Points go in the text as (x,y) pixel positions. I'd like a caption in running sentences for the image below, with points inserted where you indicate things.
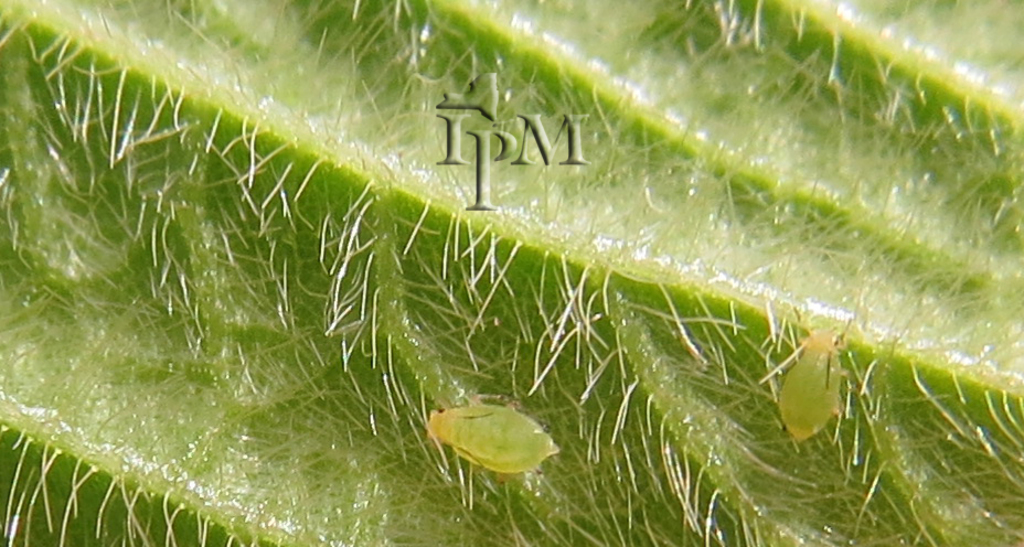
In this image I can see two insects (475,451) on the green color leaf (658,421) and the insects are in green color.
